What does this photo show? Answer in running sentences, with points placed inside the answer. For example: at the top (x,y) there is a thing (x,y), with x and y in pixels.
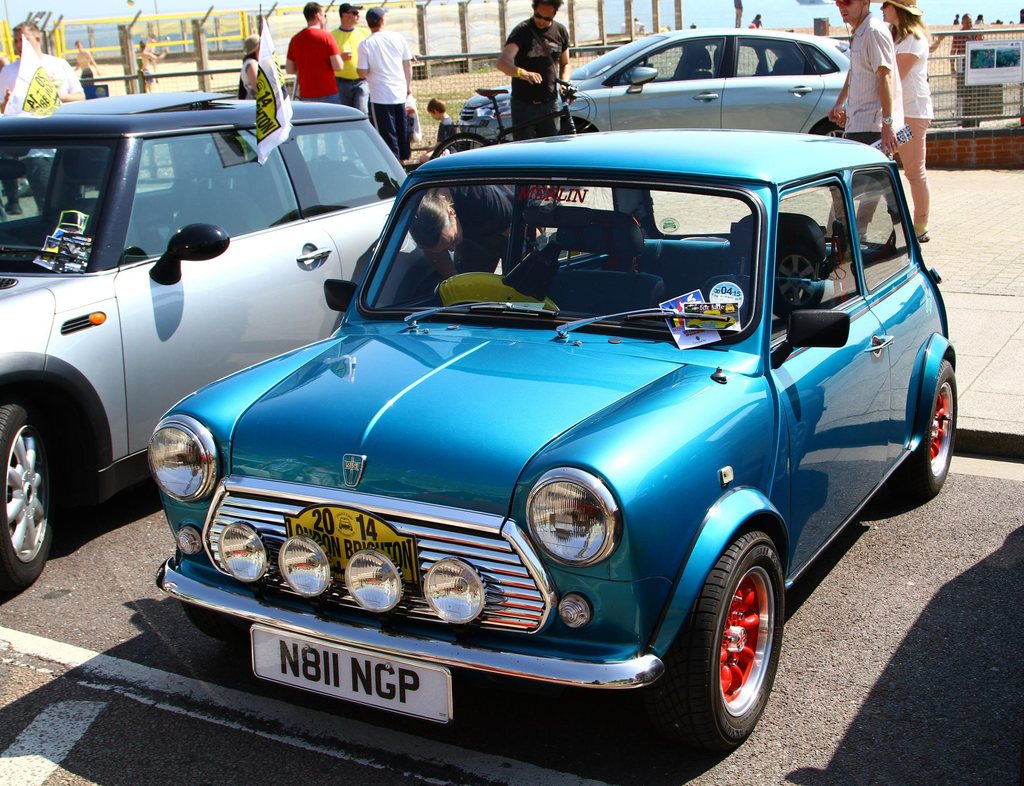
In this picture we can see many cars (508,483). Here we can see a man (450,267) who is standing between the cars (356,269). On the top right corner (845,21) there is a man (872,83) who is wearing shirt (860,107), trouser (867,137) and shoe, standing near to the woman (912,60) who is wearing t-shirt (916,74), trouser (917,172) and sandal (928,239). Here we can see a man (540,35) who is wearing goggles (538,18), black t-shirt (534,93) and short (543,131). He is holding a bicycle (478,134). On the top (376,84) we can see group of person (389,95) standing near to the fencing (431,75). In the top (719,13) background (788,14) we can see water ocean (746,17). On the left (24,42) we can see flags (24,75).
